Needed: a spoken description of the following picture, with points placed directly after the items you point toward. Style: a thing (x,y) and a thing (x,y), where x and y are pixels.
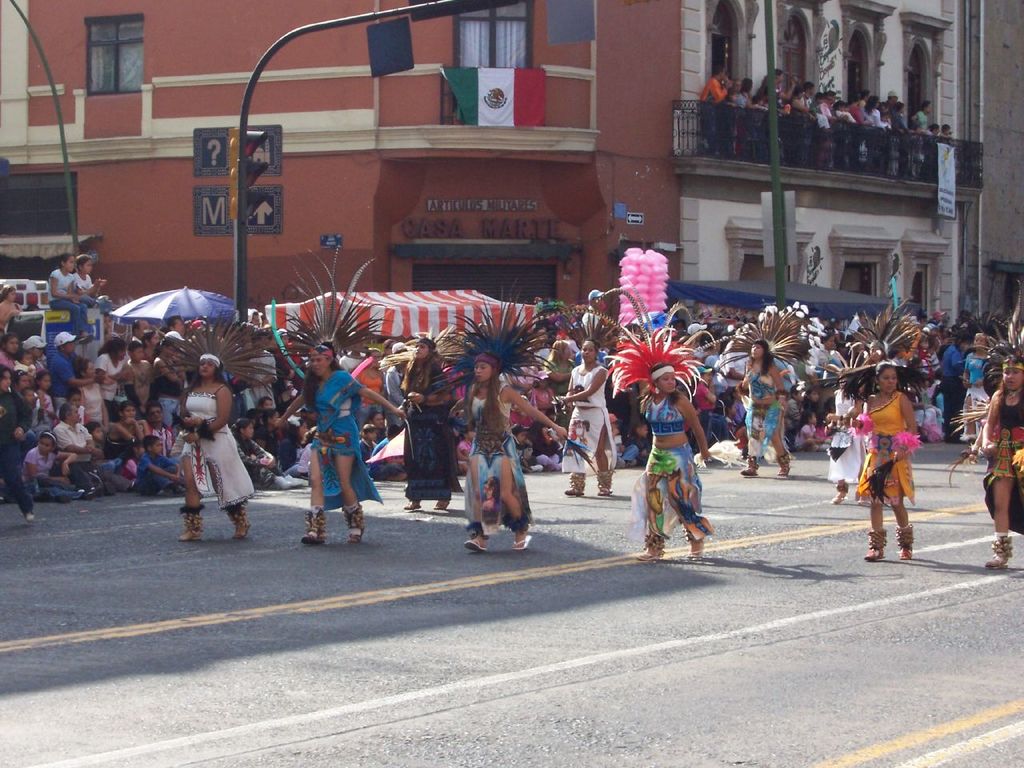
The picture is taken on the streets (97,754) of a city (416,317). In the foreground of the picture (300,508), on the road (97,721) there are women (584,464) dancing. In the center of the picture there are people (69,438) watching. At the top (75,197) there are poles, people (873,105), buildings (676,106) and a flag (500,85).
